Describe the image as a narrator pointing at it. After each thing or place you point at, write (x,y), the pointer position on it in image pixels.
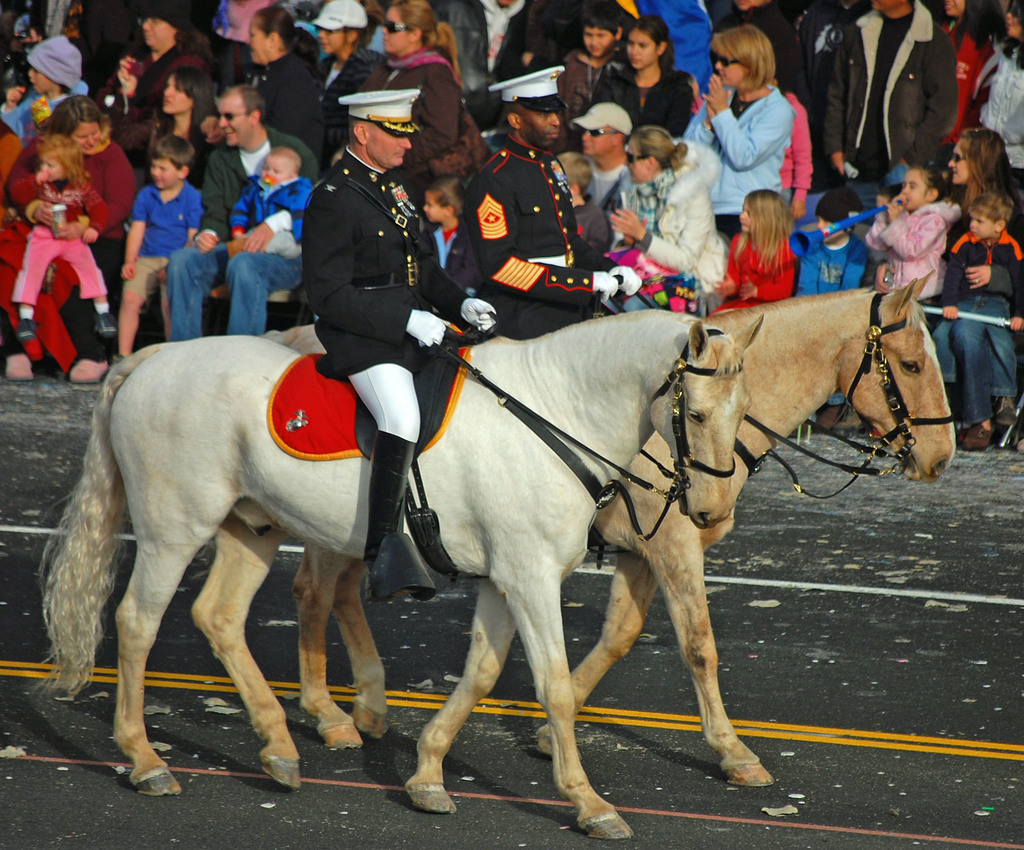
There are two people (394,472) wearing white cap (400,105) and riding on two different horses (562,390) and there are audience (338,95) in the background (668,145).
